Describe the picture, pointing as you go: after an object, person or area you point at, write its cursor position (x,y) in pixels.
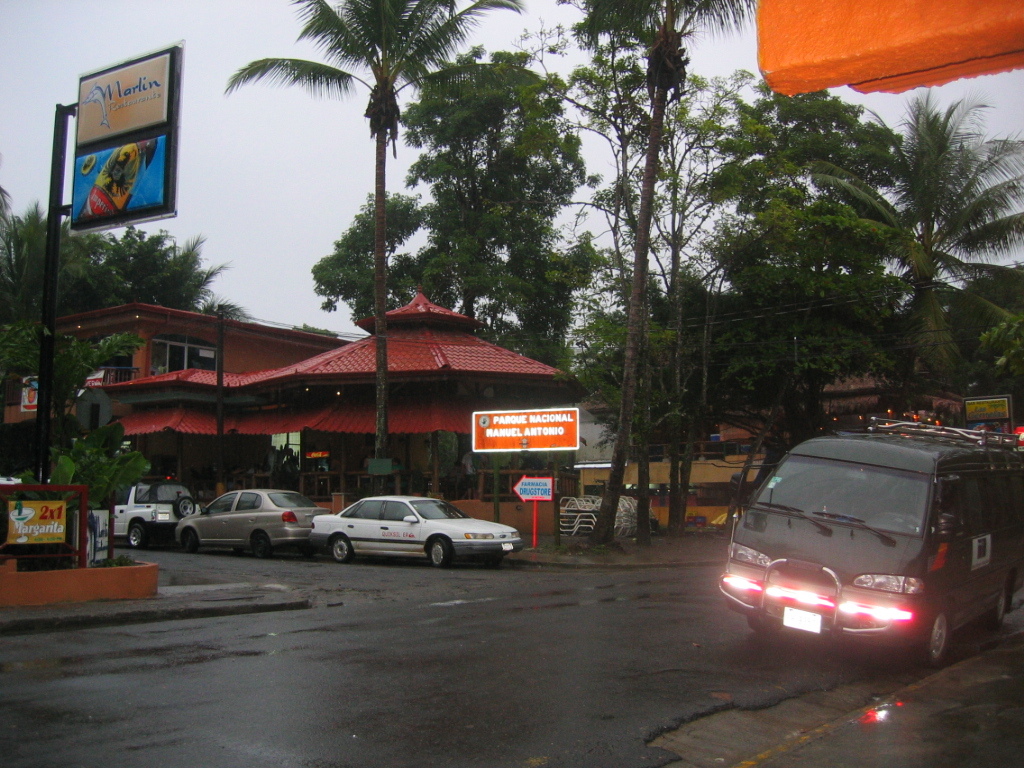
In the foreground of this image (450,526), there are few vehicles (482,528) on the road (516,762) and we can also see boards (110,210), trees (474,271), cables (346,332), poles (222,328), few buildings (305,386) and the sky (286,248).
